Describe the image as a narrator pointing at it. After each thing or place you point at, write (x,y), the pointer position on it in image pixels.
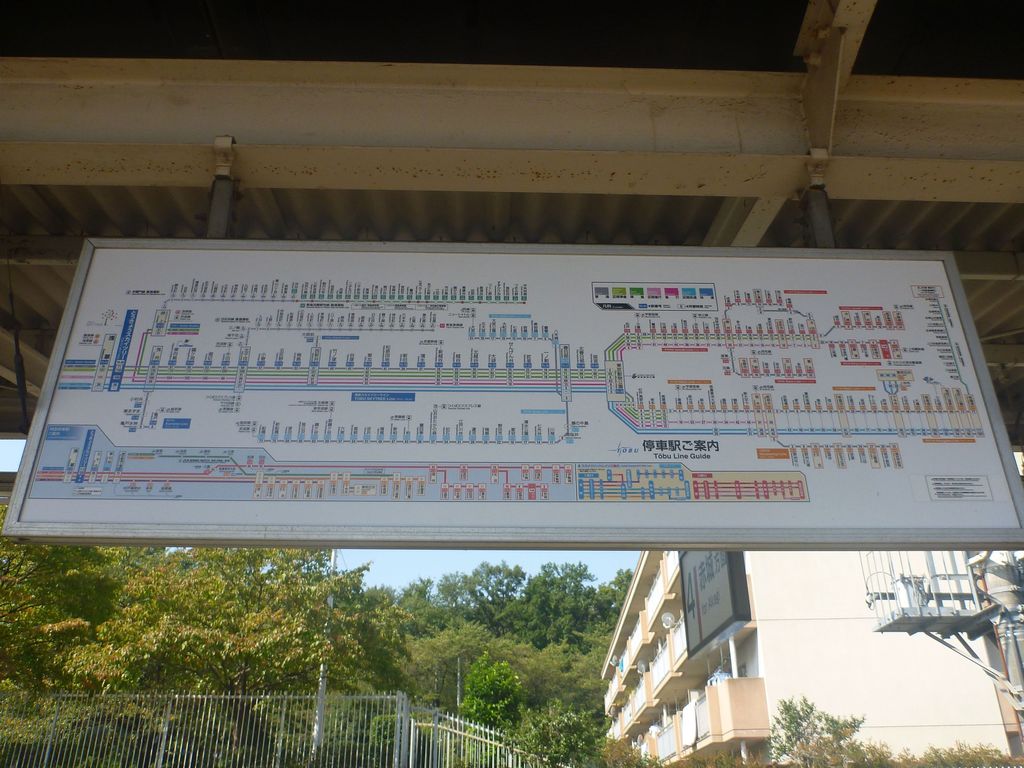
In this image I see a board (139,300) on which there is a map (439,347) and in the background (188,764) I see the fencing (405,721) over here and I see the building (636,722) and I see number of trees (455,637) and I see the blue sky (442,550).
